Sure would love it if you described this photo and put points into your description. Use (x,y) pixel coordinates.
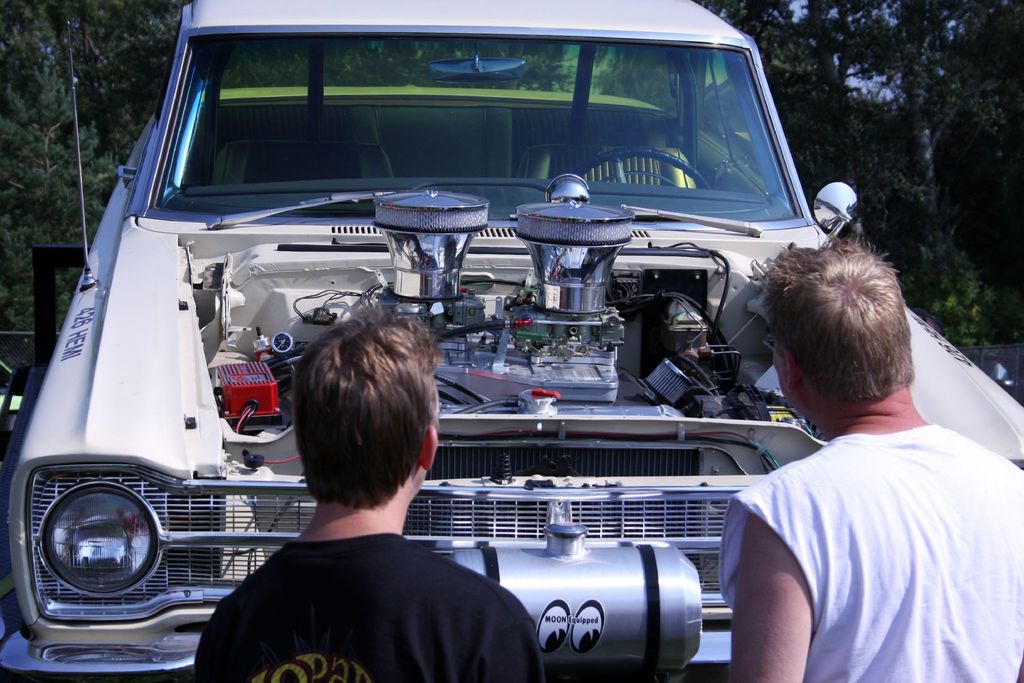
This image consists of a car (433,139) in white color. In the front (391,666), there are two men (897,547). On the left (319,649), the man (376,660) is wearing a black T-shirt (428,666). On the right (983,628), the man (926,595) is wearing a white T-shirt (851,505). In the background (784,47), there are many trees (18,276).
